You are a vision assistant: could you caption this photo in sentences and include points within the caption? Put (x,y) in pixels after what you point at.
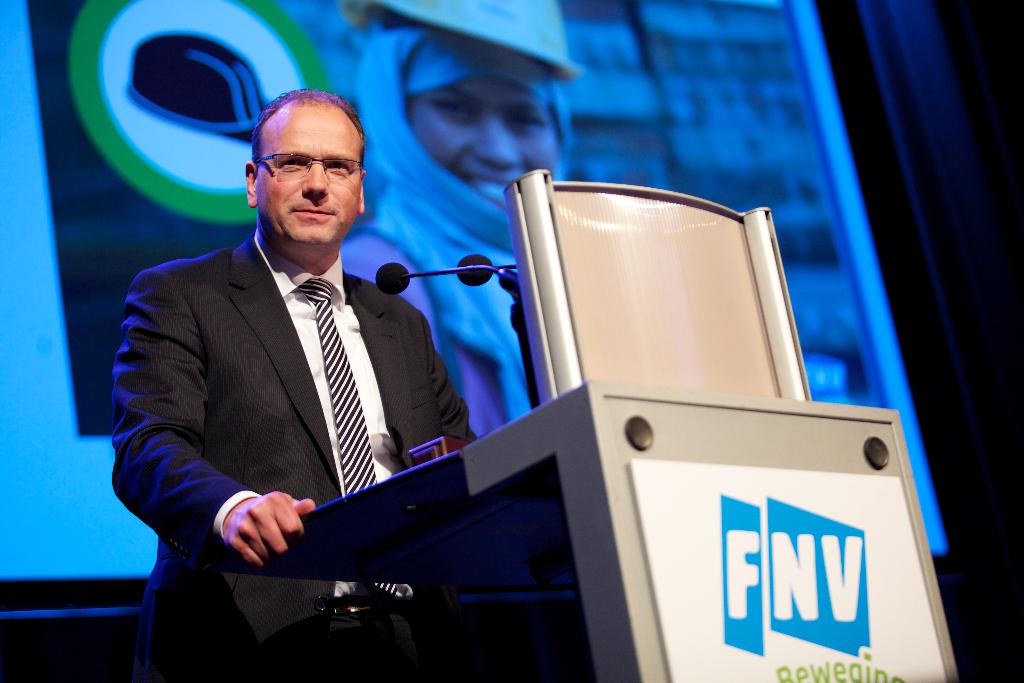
In this picture there is a man (281,285) who is standing on the left side of the image (333,133) and there is a desk (722,504) and mics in front of him, there is a projector screen (393,39) in the background area of the image (367,72).
